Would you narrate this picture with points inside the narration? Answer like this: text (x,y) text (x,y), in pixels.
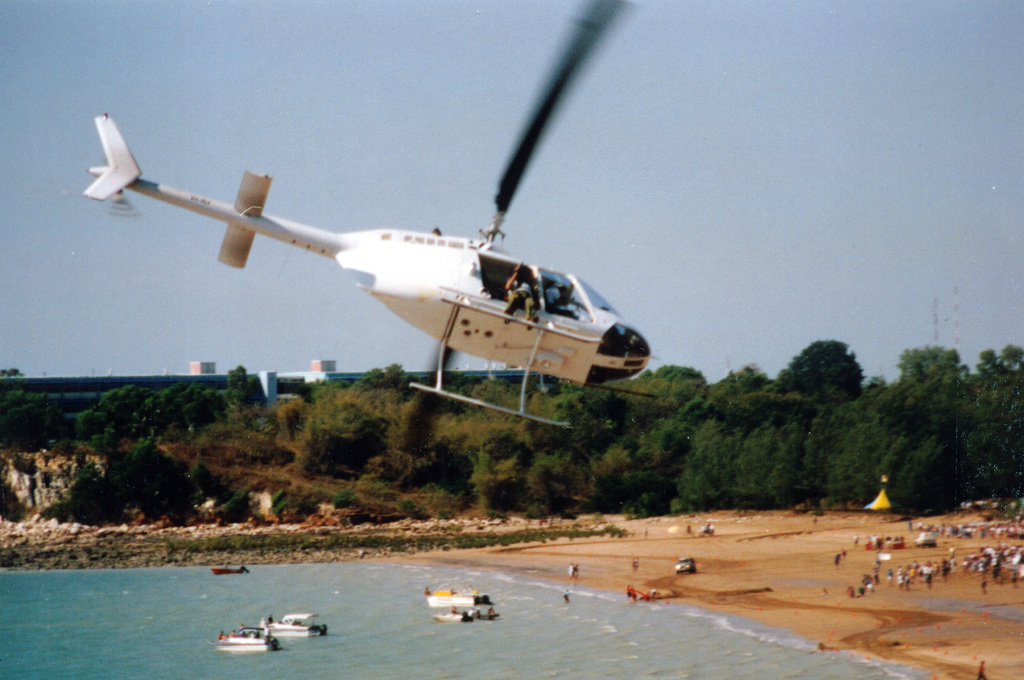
In this image I can see an aircraft (583,354) which is white color. I can also see few boats (458,621) on the water (584,623), I can see few persons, trees (536,453) in green color, buildings (478,373), and the sky (705,135) is in blue color.
